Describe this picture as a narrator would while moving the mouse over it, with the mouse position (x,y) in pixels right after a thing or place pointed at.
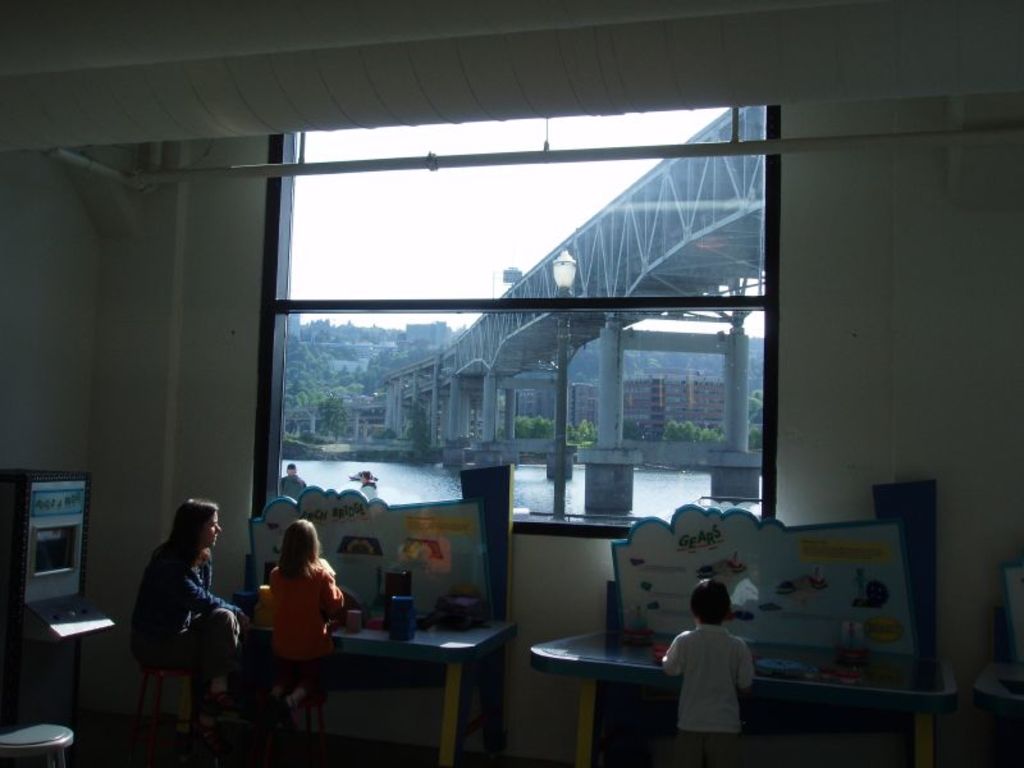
In this picture we can see few people (225,684), here we can see tables (447,705), boards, wall (392,702), window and some objects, through the window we can see a bridge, water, buildings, trees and the sky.
